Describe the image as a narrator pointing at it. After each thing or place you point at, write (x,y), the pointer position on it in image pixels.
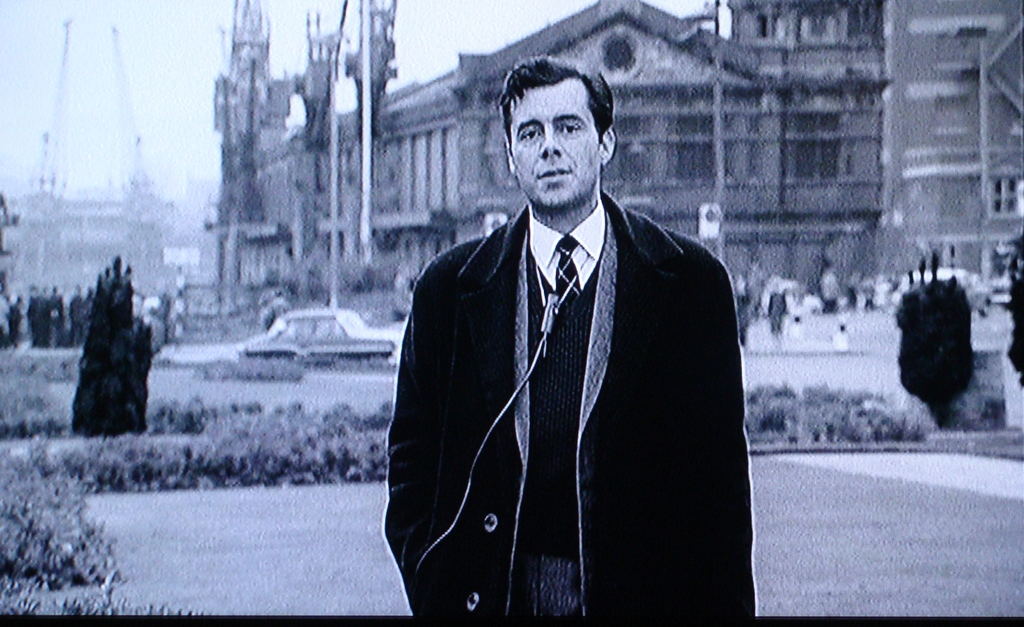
In this image we can see a person (456,309) is standing, he is wearing coat (632,399). Behind him plants (263,430), car (321,337) and buildings (832,154) are there.
